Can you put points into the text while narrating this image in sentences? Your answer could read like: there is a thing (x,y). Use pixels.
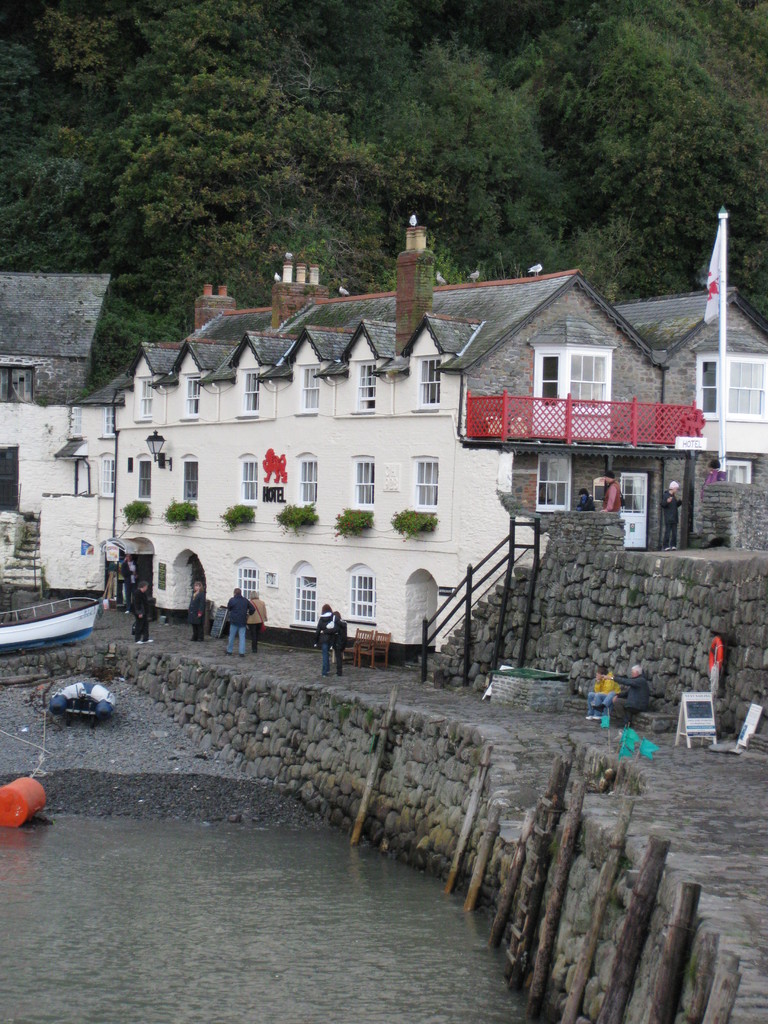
In this image, we can see persons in front of the building (249,535). There is a flag (709,291) on the right side of the image (713,301). There are poles (629,950) in the water (302,958). There are some plants (327,191) on the hill (208,169). There is a boat (42,617) on the left side of the image (26,627).
